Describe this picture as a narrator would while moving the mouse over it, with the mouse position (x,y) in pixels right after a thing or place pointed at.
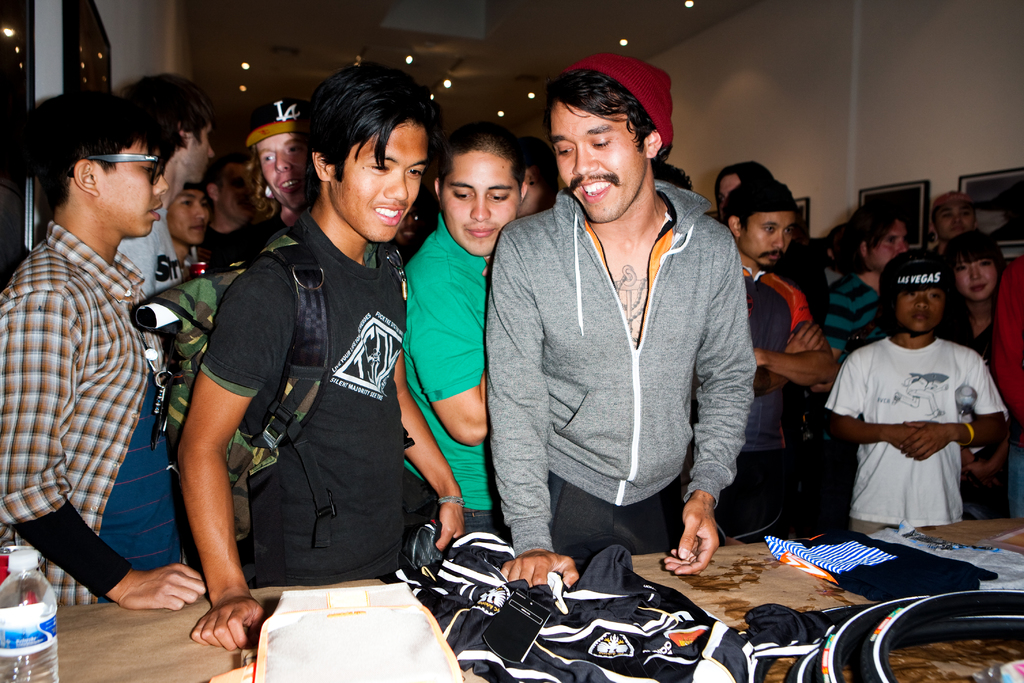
In this image we can see people (252,298) standing. At the bottom (70,619) there is a table (148,617) and we can see a bottle (36,644) and clothes (582,611) placed on the table (807,601). In the background (761,81) there is a wall (891,78) and we can see frames (921,193) placed on the wall (697,90). At the top (362,54) there are lights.
